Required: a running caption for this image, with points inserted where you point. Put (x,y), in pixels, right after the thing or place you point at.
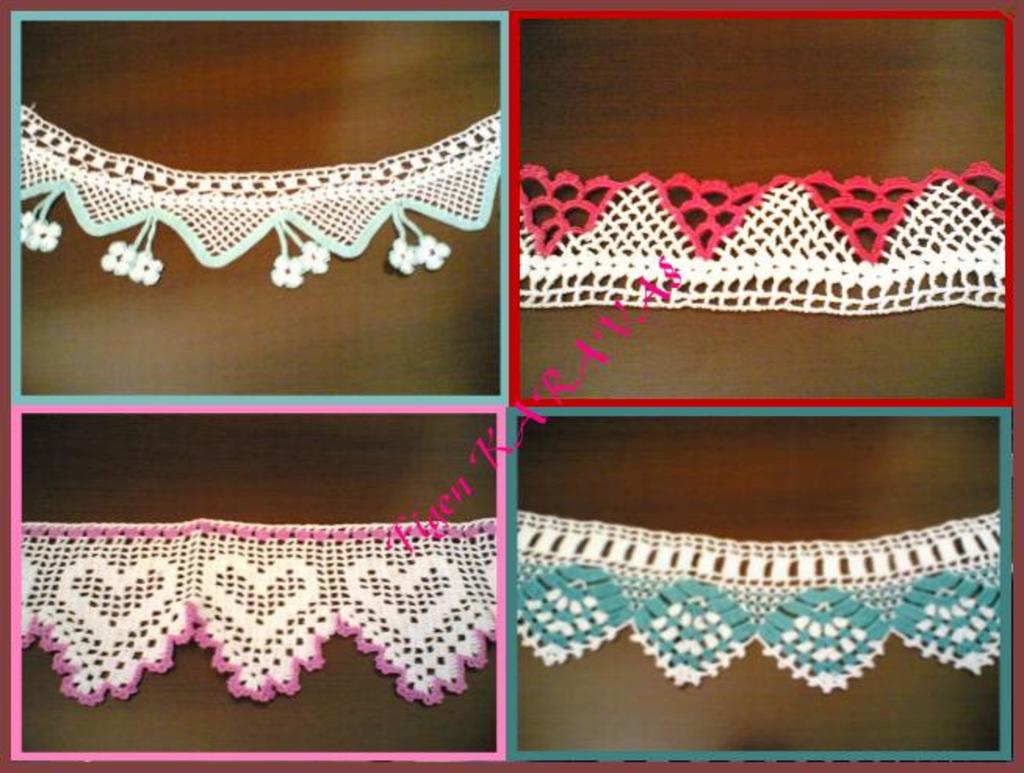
In this picture we can see crochets (454,188) and some text (594,366).
